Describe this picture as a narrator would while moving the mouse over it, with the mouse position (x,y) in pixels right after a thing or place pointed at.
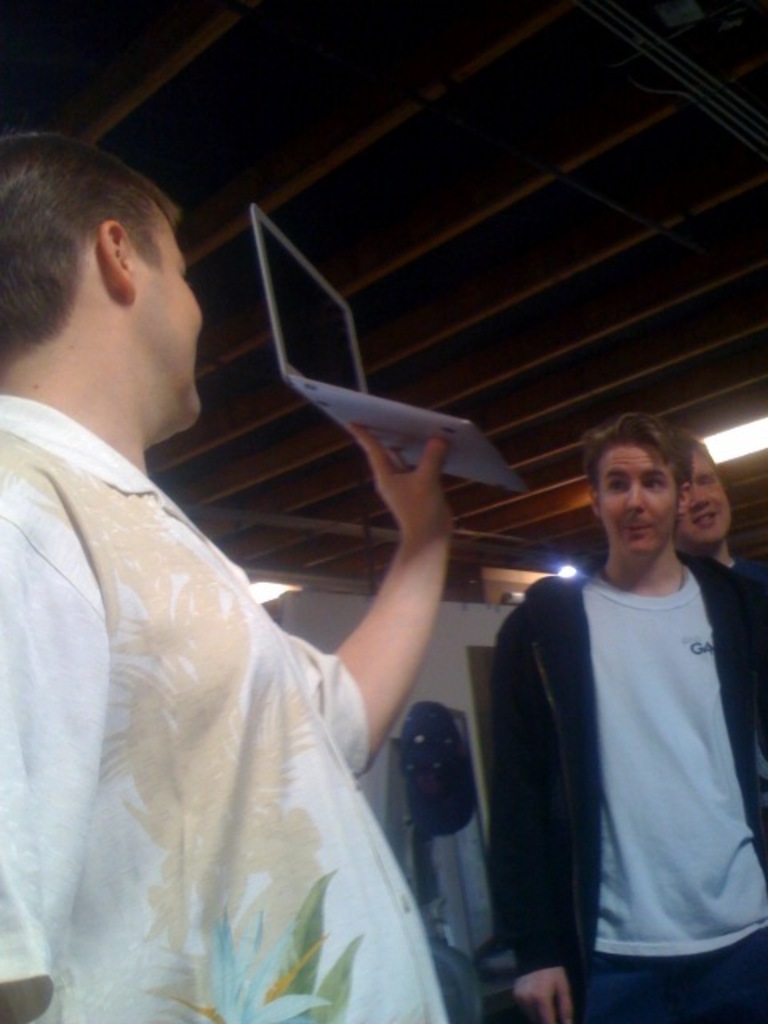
In this image, there are a few people (646,915). Among them, a person (408,979) is holding a laptop (282,302). We can also see the roof (622,125). We can see the wall (440,677) with some objects (440,772).
